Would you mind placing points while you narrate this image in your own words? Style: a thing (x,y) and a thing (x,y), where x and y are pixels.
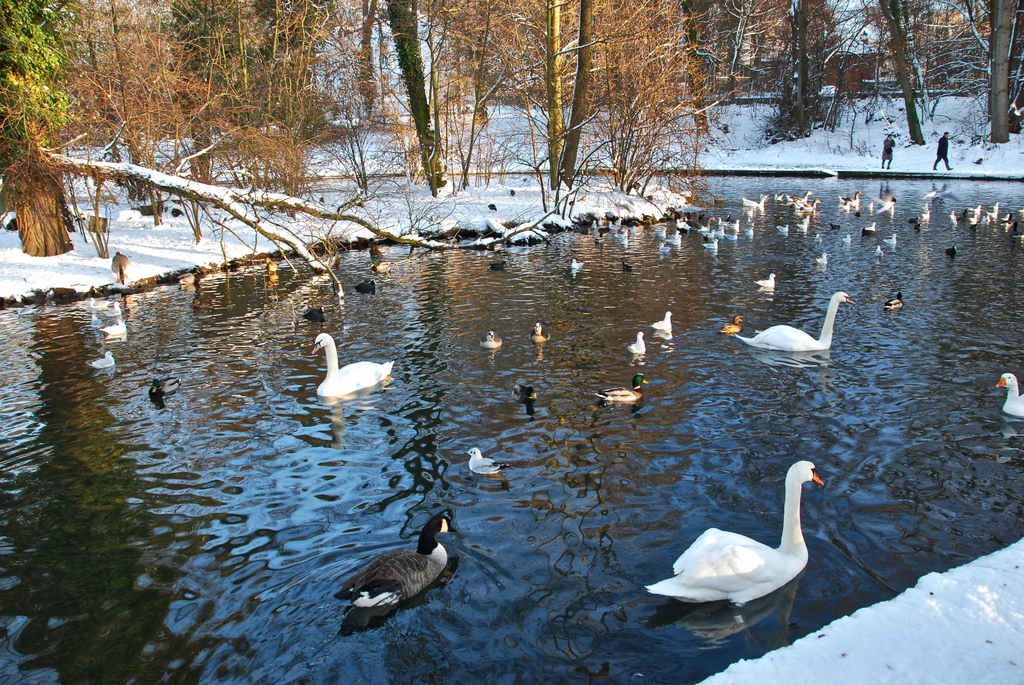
In the foreground of the picture (392,351) there is a water body (373,352), in the water (614,353) there are ducks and swans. In the center of the picture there are trees (223,202), people (888,142) and snow (346,192). In the background (777,61) there is a house (829,65) and trees (237,48).
